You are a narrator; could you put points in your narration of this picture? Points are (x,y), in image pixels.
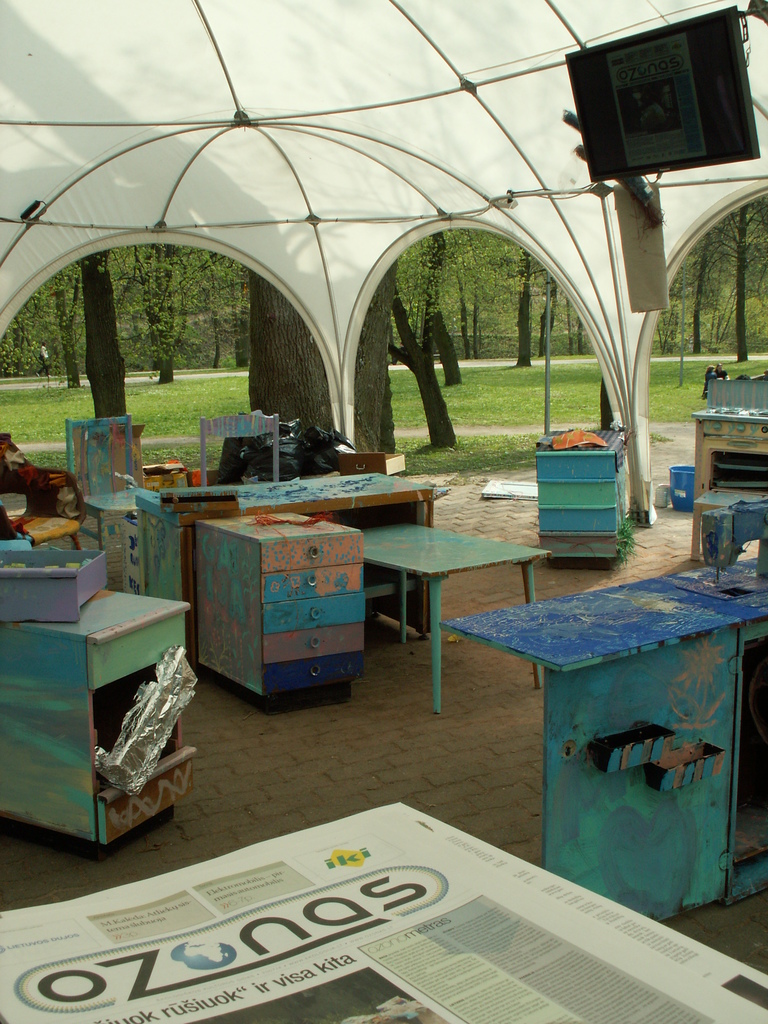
This image is taken in outdoors. At the top of the image (144,149) there is a tent (276,7). At the background (428,243) there are many trees (373,354) and grass (482,383). In the left side of the image (5,669) there is cupboard (177,628) with a drawer (176,618) and a chair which was empty. At the bottom of the image (361,909) there is a news paper (571,928) and in the right side of the image (758,813) there are few wooden tables (471,541) and a bucket (671,489). In the middle of the image (258,492) there is a table (398,541) with chest of drawers (222,642).
